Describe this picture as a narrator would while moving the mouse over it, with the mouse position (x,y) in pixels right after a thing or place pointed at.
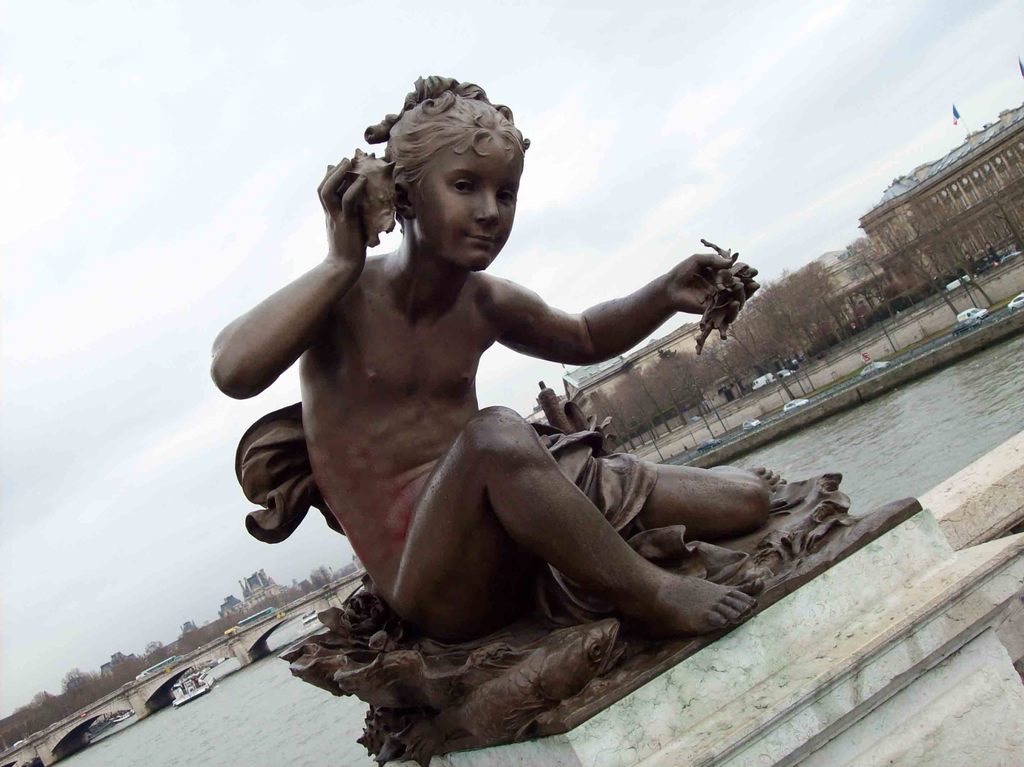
In this image I see a sculpture (386,427) over here which is of brown in color and I see the water (862,410) over here and I see the bridge (149,685). In the background (958,102) I see the road (1016,311) on which there are vehicles (1021,257) and I see number of buildings (983,175) and trees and I see a flag (959,119) over here and I see the sky (54,264).
